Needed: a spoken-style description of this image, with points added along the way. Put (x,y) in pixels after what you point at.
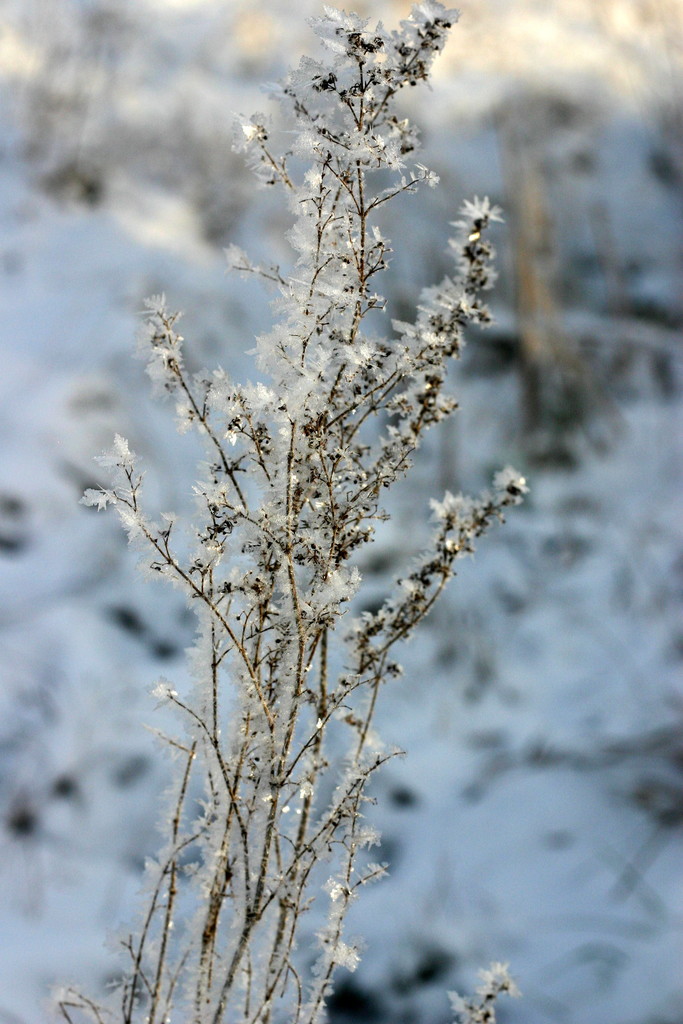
In this image we can see a plant (446,555) with frosted leaves (355,581).
